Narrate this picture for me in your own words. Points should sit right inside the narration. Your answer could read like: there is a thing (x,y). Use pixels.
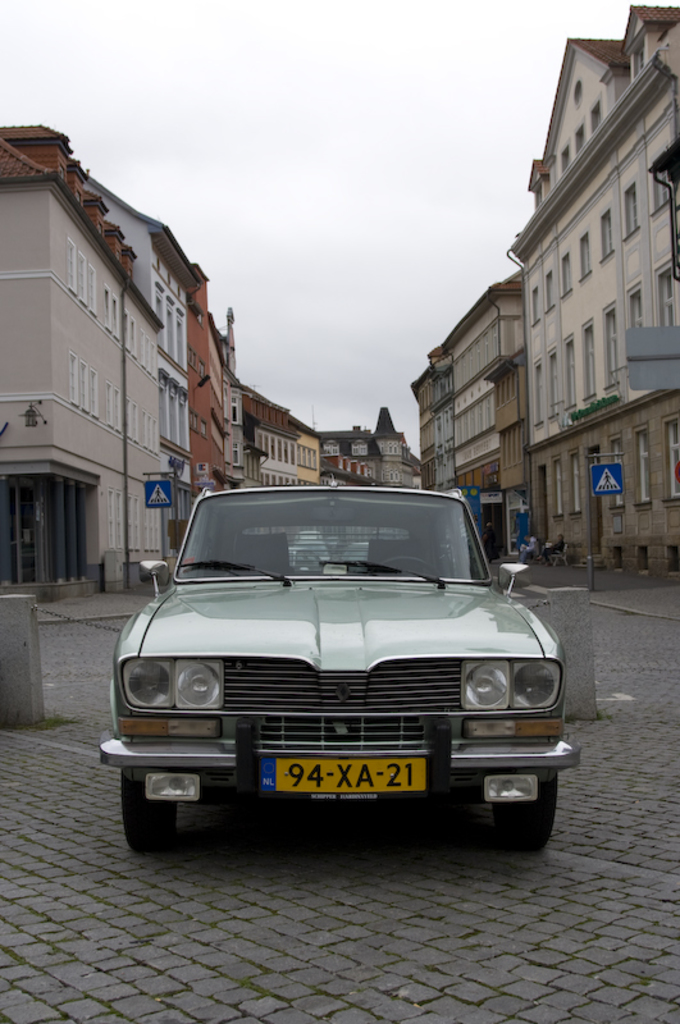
In the center of the image (327,628) there is a car (295,712) on the road (325,926). In the background (413,480) we can see sign boards (603,398), buildings (358,468) and sky (341,242).
